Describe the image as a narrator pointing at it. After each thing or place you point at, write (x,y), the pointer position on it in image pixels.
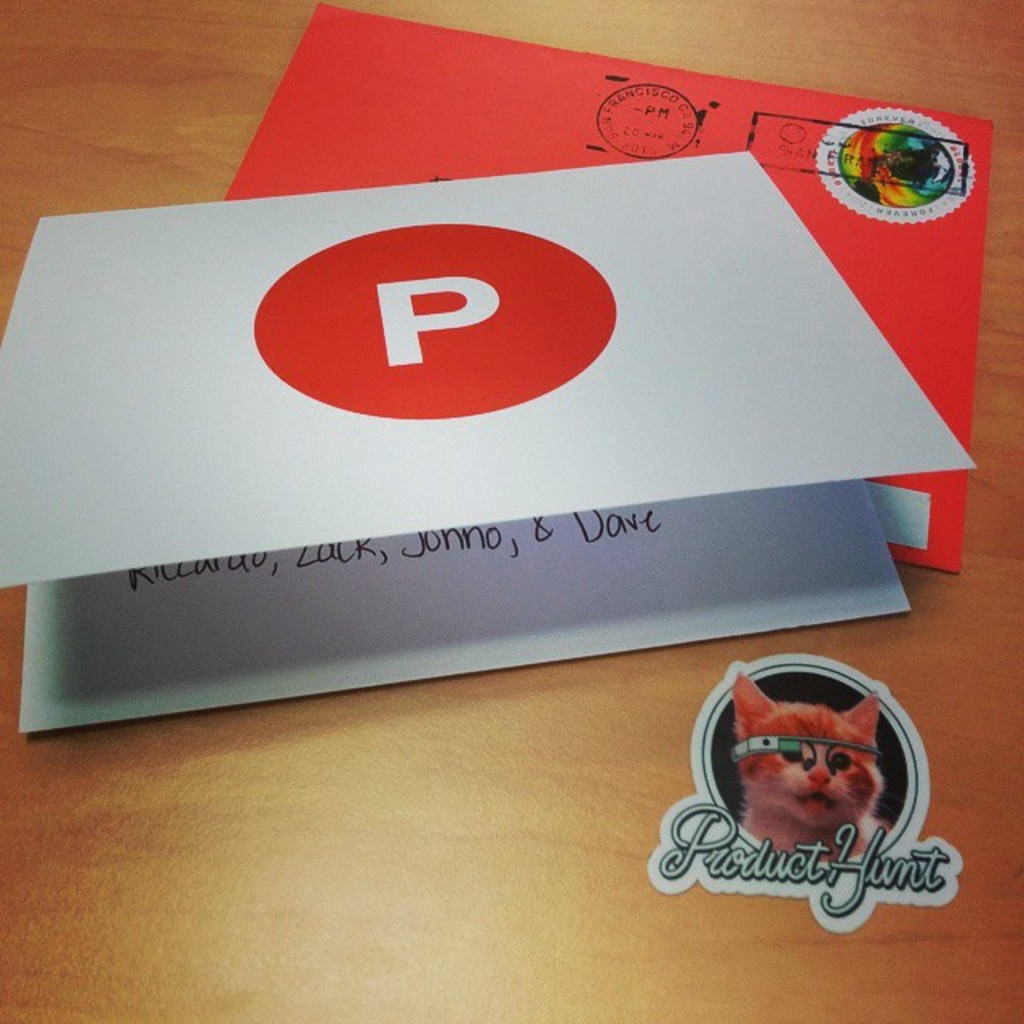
In this image two cards (669,86) are having stickers (551,369) on it. Right side (844,156) card (910,285) is having a stamp (877,173) on it. Left side (266,433) there is a card (435,398) having a text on it. Right bottom there is an image (822,766) of a cat (780,789), below it there is some text (778,865).
